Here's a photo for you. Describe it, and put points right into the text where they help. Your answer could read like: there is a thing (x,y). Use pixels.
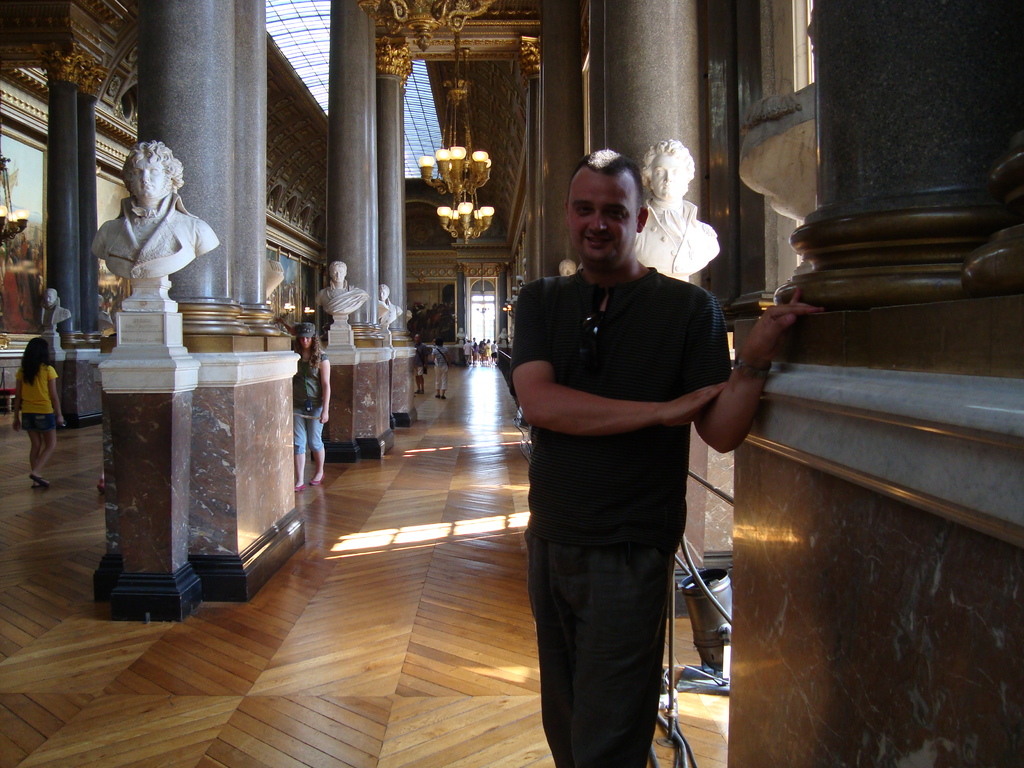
In this image I can see a person (596,482) wearing black color dress (640,537) is standing on the cream and brown colored floor (423,661). I can see few white colored statues (161,224), few persons (301,380) standing, few pillars (331,189), few chandeliers (462,174), few photo frames (0,192), the entrance door (490,295) and the ceiling (414,124) of the building (369,167).
